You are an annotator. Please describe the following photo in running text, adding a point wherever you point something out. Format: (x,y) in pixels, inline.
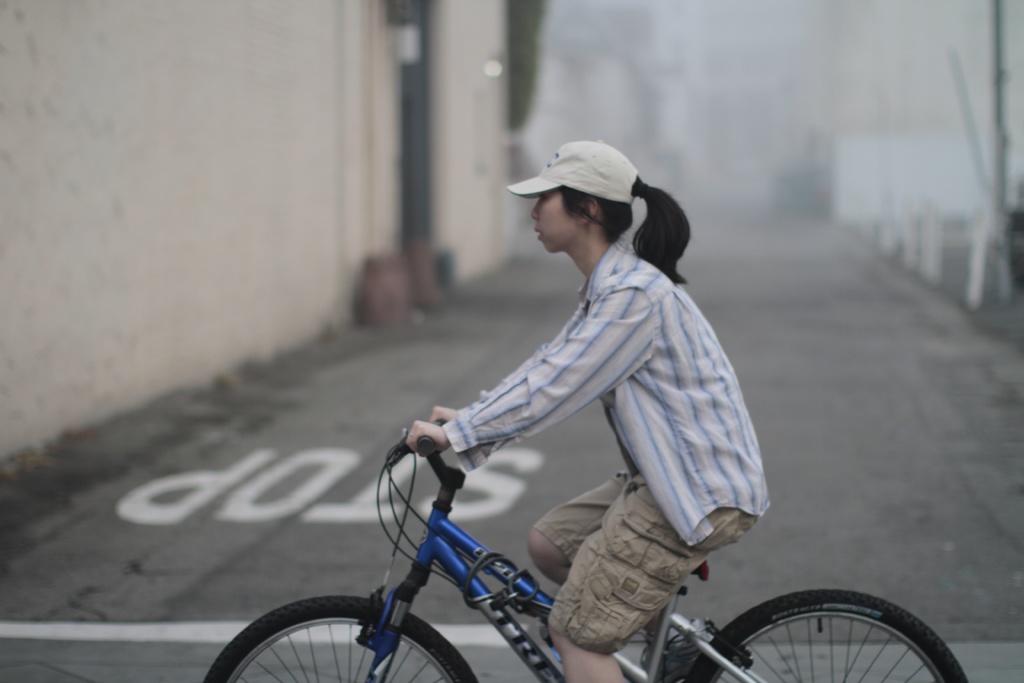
In the middle of the image (429,421) a woman (638,187) is riding a bicycle (274,674) on the road (751,240). Behind her there is a fog (721,94). Top right side of the image (995,139) there is a pole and fencing (975,296). Top left side of the image (162,61) there is a wall (244,129).
